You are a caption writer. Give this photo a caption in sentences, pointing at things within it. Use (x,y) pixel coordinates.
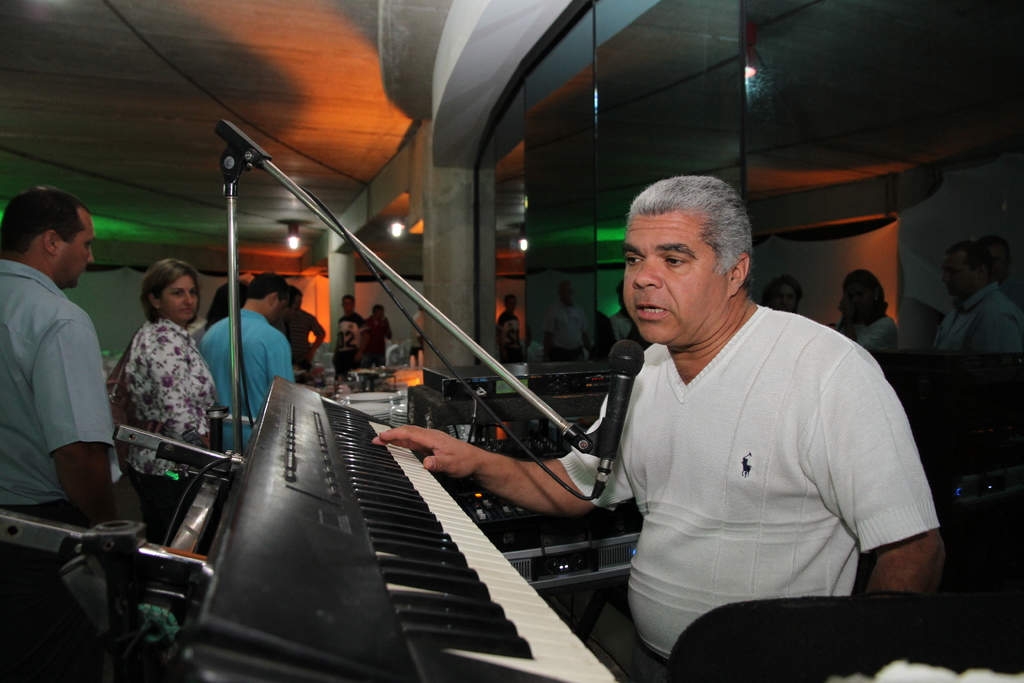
In this image i can see a man (720,462) wearing white shirt (708,457) singing in front of a micro phone (632,375), playing a piano (424,486) at left (74,438) there are few other persons (129,371) standing, a person (71,317) standing at front wearing a blue shirt (58,323), a woman (133,362) wearing a white shirt (142,370) and a man (213,360) wearing a blue shirt (227,351), at right (813,235) there is a glass window (492,191) at the back ground (346,346) there are few other persons (300,346) standing at the top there is a light (295,235).
